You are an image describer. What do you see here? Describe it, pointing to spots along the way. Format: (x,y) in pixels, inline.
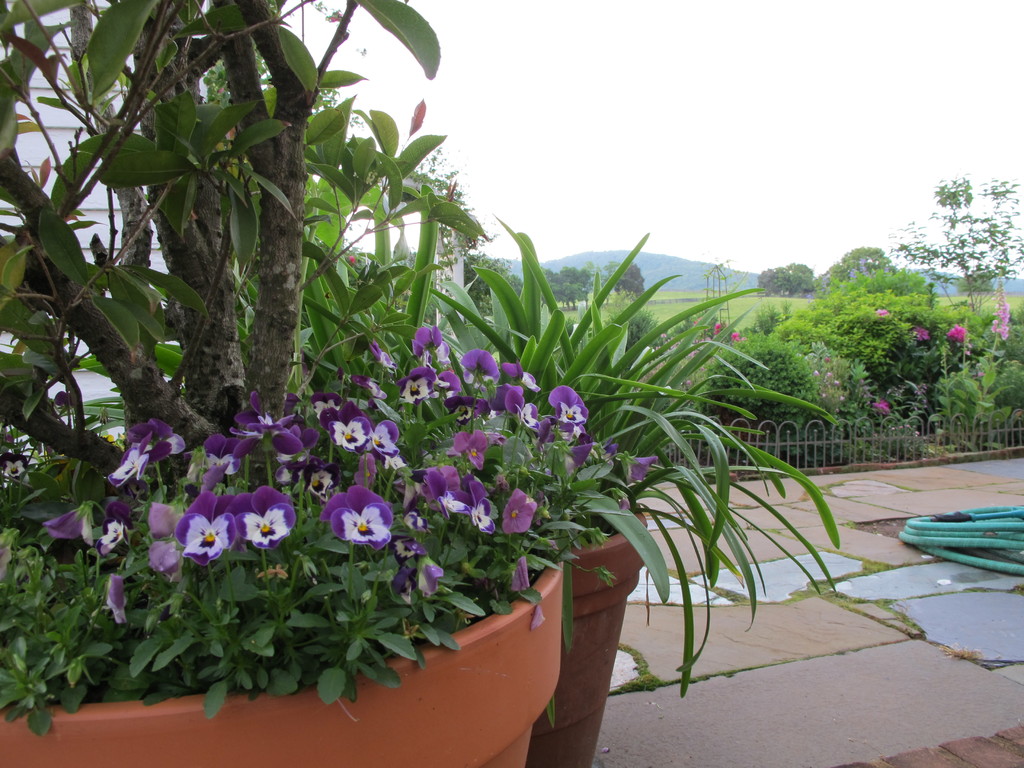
In this image I can see few trees (952,276), few flower pots (336,706), fencing (908,438), pipe (987,564), mountains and pink, purple and white color flowers (377,428). The sky (660,243) is in white color.
